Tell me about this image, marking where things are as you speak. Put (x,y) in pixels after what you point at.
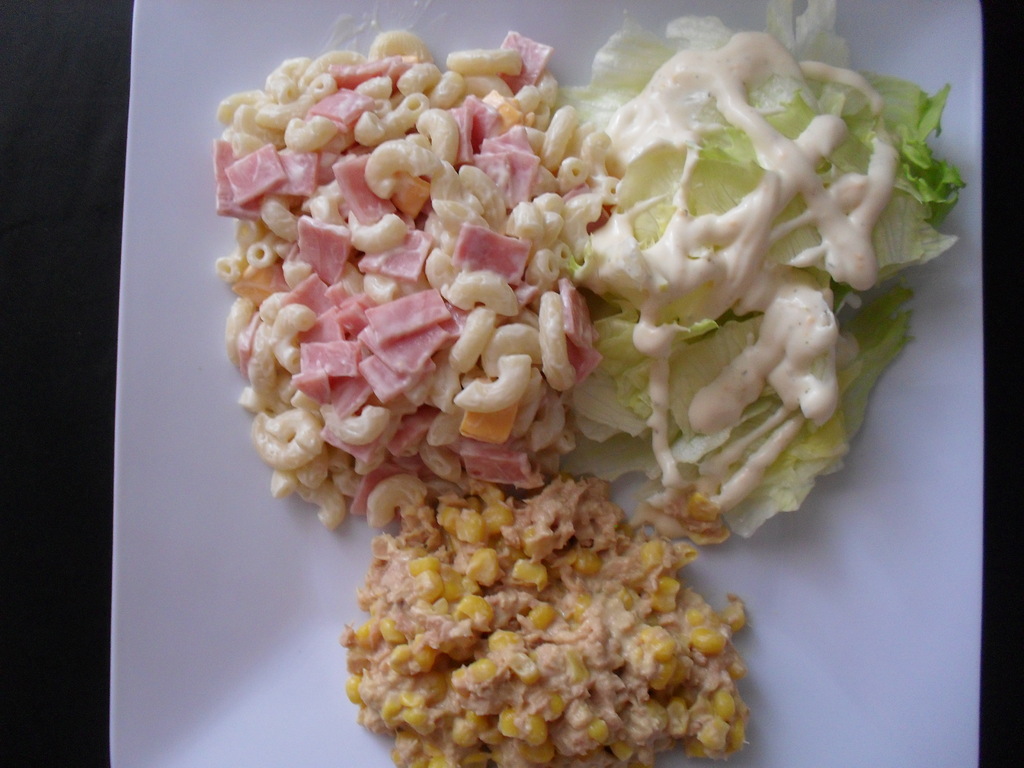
In this image, we can see food (506,569) on the white plate (869,702). On the right side (1014,456) and left side of the image (115,336), we can see black color.
